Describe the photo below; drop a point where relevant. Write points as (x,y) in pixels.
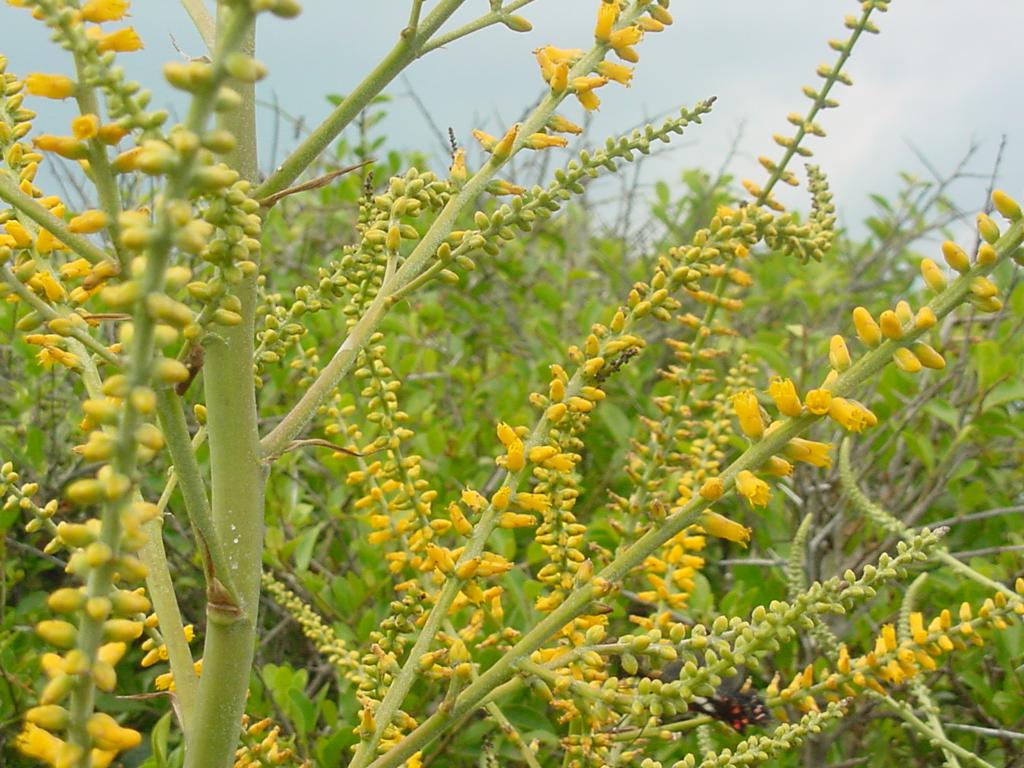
In this image I can see few plants (582,401) which are green in color and to them I can see few flowers (689,450) which are yellow in color. In the background (764,117) I can see the sky (766,81).
